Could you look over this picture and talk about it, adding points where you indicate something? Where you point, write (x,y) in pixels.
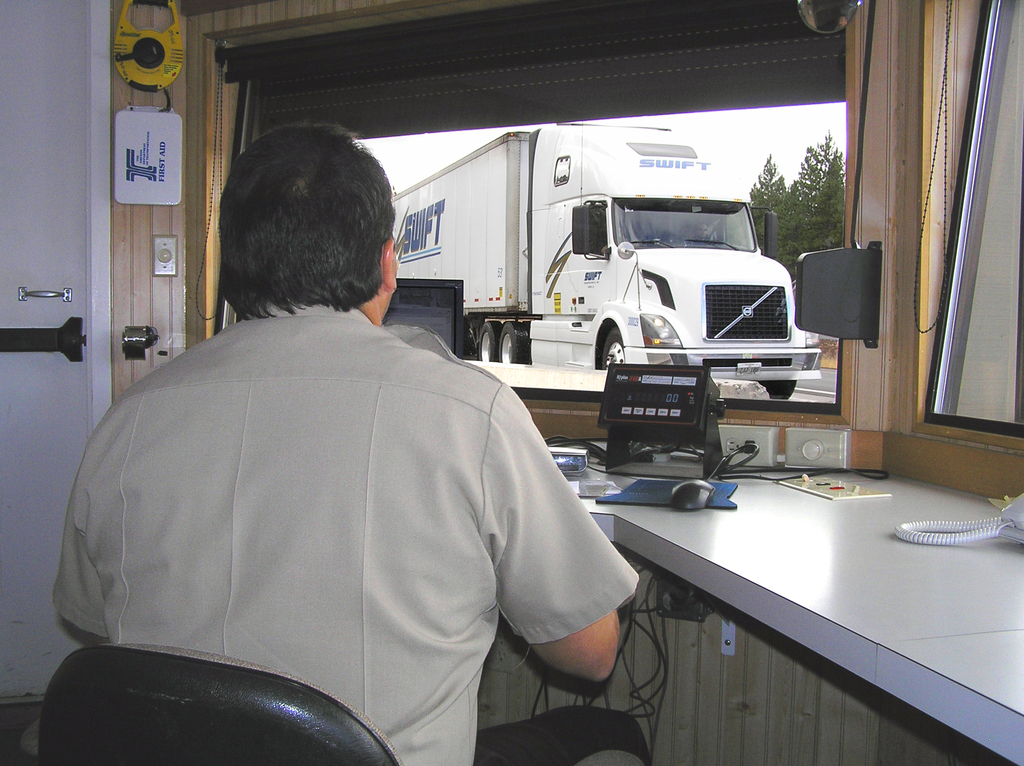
This is the image inside of a room (850,348) and there a person (276,610) sit in front of the table (693,566), on the table (683,512) there are some wires (738,449) kept on the table (700,520) and there is a mouse (688,494) kept on the table (633,477) and in front of there is a vehicle (548,252), and beside the vehicle (741,202) there are some trees (798,197) visible on the left side (34,304) there is a door (20,370).
